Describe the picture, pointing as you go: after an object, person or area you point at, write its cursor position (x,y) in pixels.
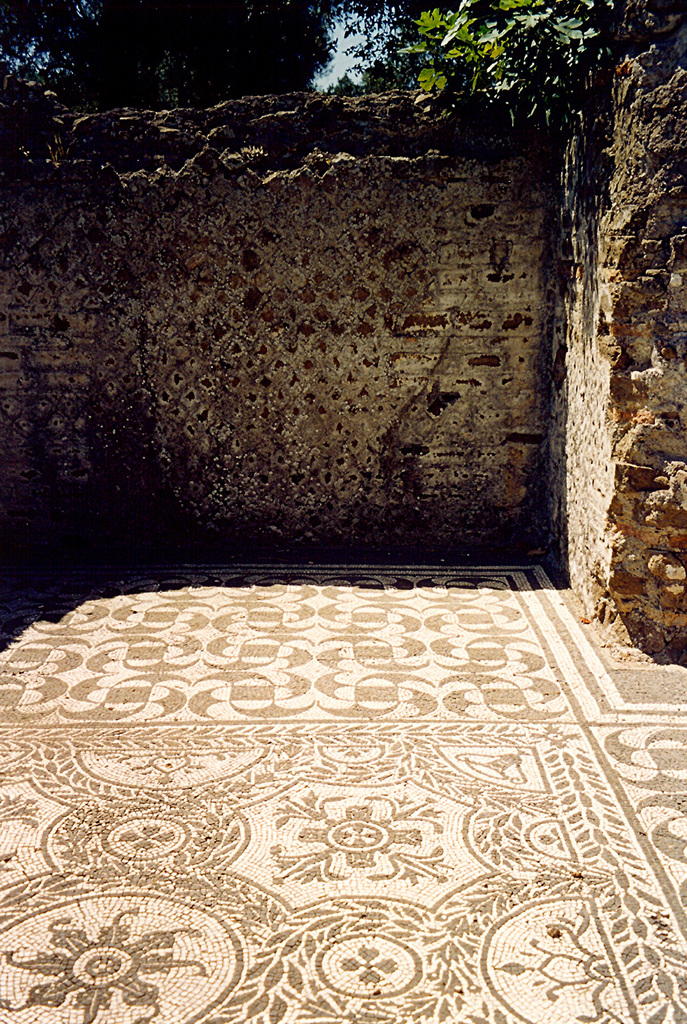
In this image we can see walls (358,260), sky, trees (358,65) and floor (367,754).
